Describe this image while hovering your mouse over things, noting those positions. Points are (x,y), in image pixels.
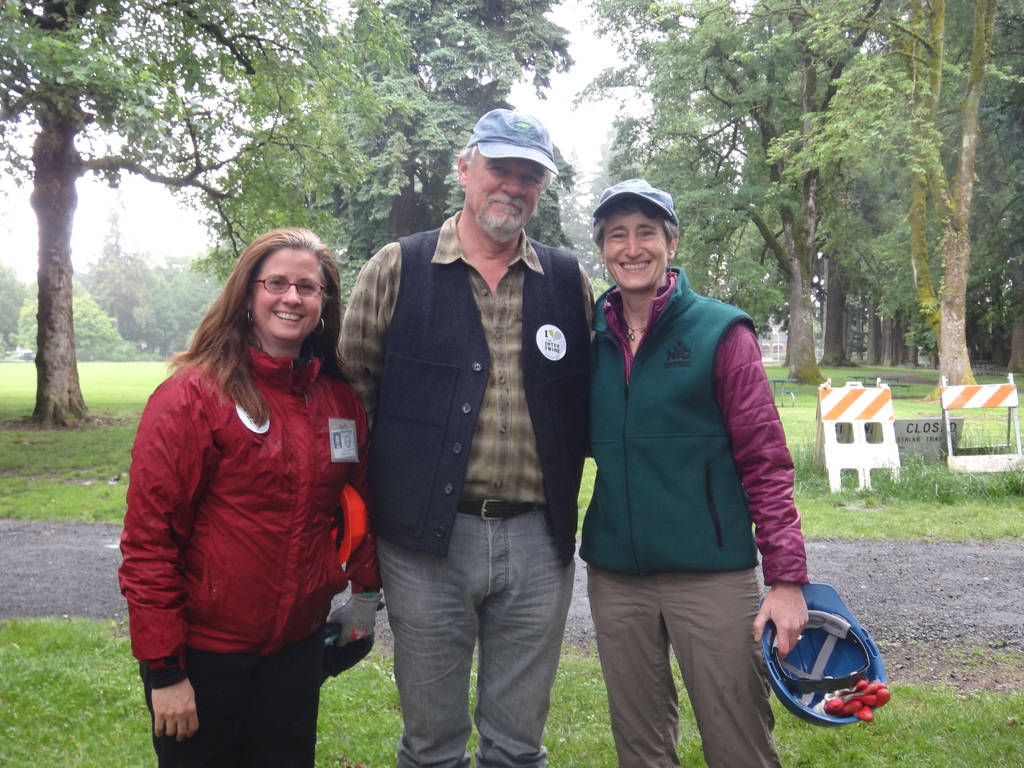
In this picture I can see there are three persons (617,517) standing here and two of them are wearing caps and in the backdrop (121,349) I can see there are trees (165,41).
